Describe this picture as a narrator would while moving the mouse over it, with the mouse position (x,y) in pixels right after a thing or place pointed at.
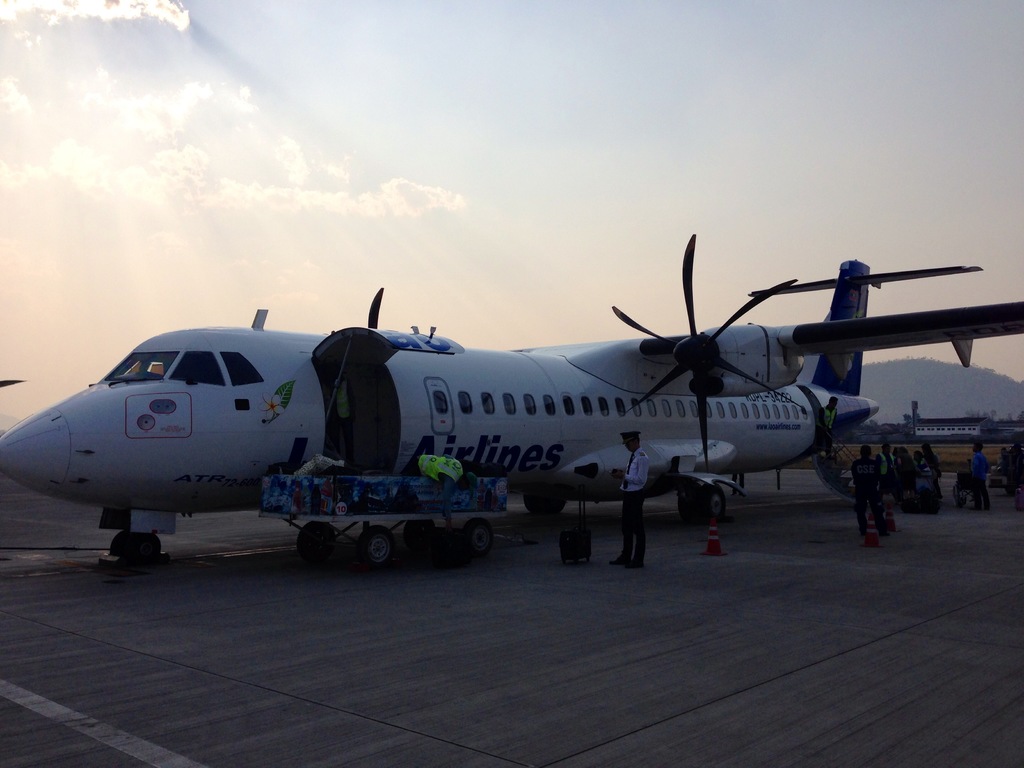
In this image we can see an airplane (577,462) on the ground (604,539), there are some traffic cones (872,531), people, buildings (918,418), trees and a trolley bag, also we can see the sky (695,182) with clouds (229,213).
